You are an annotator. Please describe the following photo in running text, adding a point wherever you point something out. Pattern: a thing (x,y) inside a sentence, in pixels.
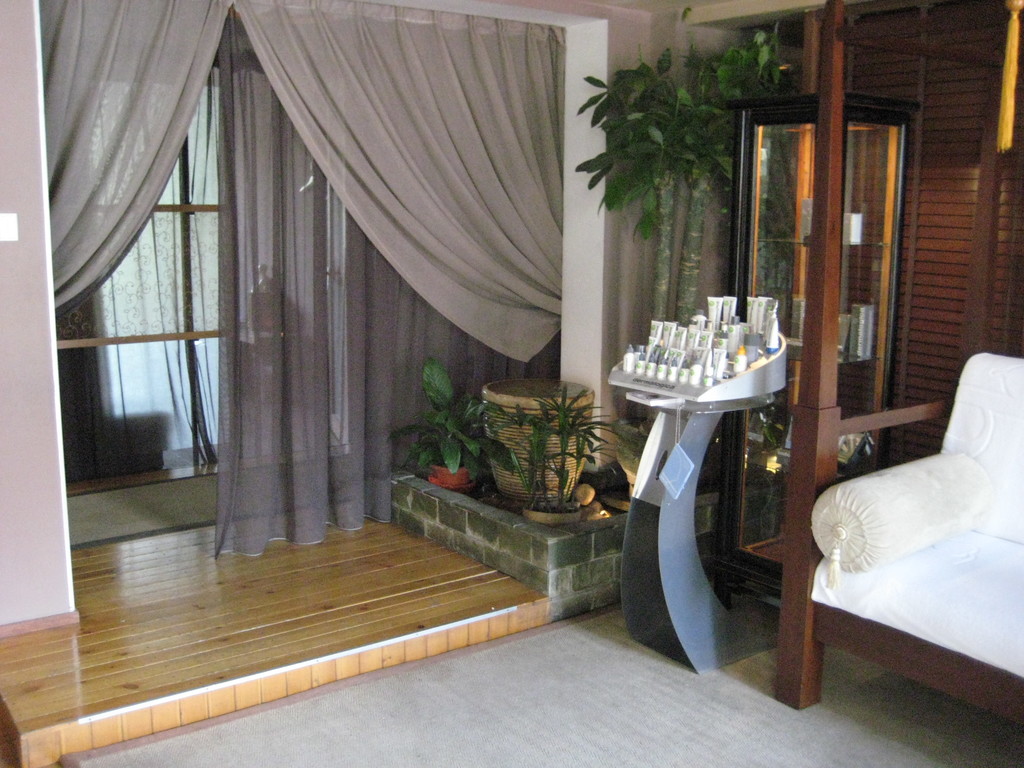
On the right side (991,507), there is a pillow (841,549) on a sofa (997,437). Beside this sofa (983,427), there are bottles (771,317) arranged in an object (705,392). This object (722,385) is on a stand (695,400), there is a glass box (880,204). Beside this glass box (777,404), there are plants (687,256). On the left side (69,75), there are curtains (343,120). In the background (172,249), there is another curtain (162,216).
